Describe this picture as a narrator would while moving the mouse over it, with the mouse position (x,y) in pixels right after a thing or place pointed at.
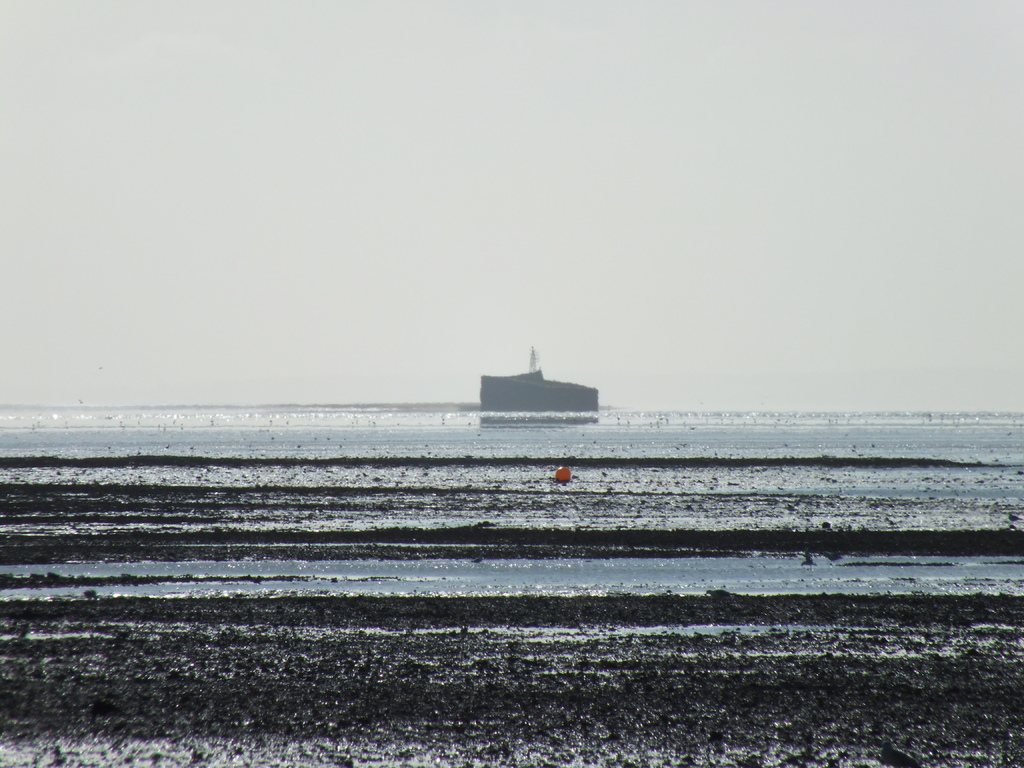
At the bottom of the image (403,565) I can see the water (376,443). It is looking like an ocean (531,502). In the background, I can see a ship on the water (403,420). At the top (405,164) I can see the sky (363,157).
